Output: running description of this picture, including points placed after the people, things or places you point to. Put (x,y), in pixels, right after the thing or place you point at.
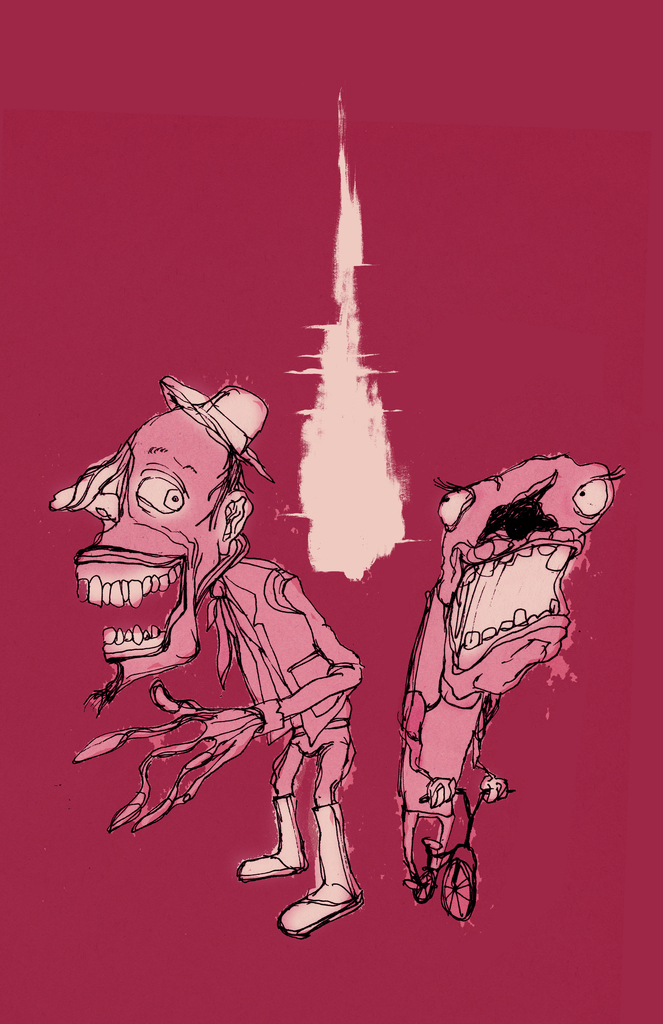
In this picture we can see a drawing (293,177) in pink color with cartoon images (443,752) and a cycle (487,794).
